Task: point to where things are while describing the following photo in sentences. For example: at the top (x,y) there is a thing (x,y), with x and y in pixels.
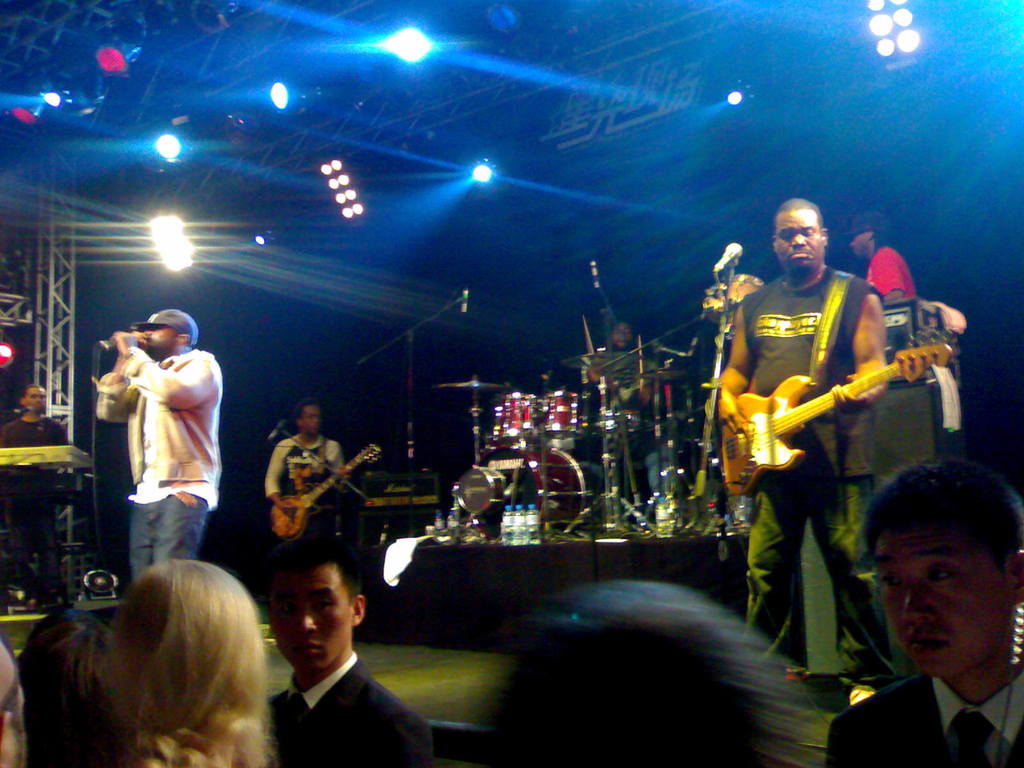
The picture consists of so many people (341,630) where it is taken on the stage (473,580) and coming to the right corner of the picture (806,309) one person (815,470) is standing and playing a guitar (795,401) behind him one person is sitting and playing the drums (742,286) and coming to the left corner of the picture (20,420) one person (15,434) is standing in front of the keyboard (60,449) and another person (137,420) is singing in the microphone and wearing cap (174,327) and coat (192,453), behind him there is another person (324,468) is playing a guitar (311,496) and in front of them there is a crowd (517,650) and on the backstage (608,304) there is very dark and on the roof (206,195) of the stage (504,591) there are lights (894,31) placed.
